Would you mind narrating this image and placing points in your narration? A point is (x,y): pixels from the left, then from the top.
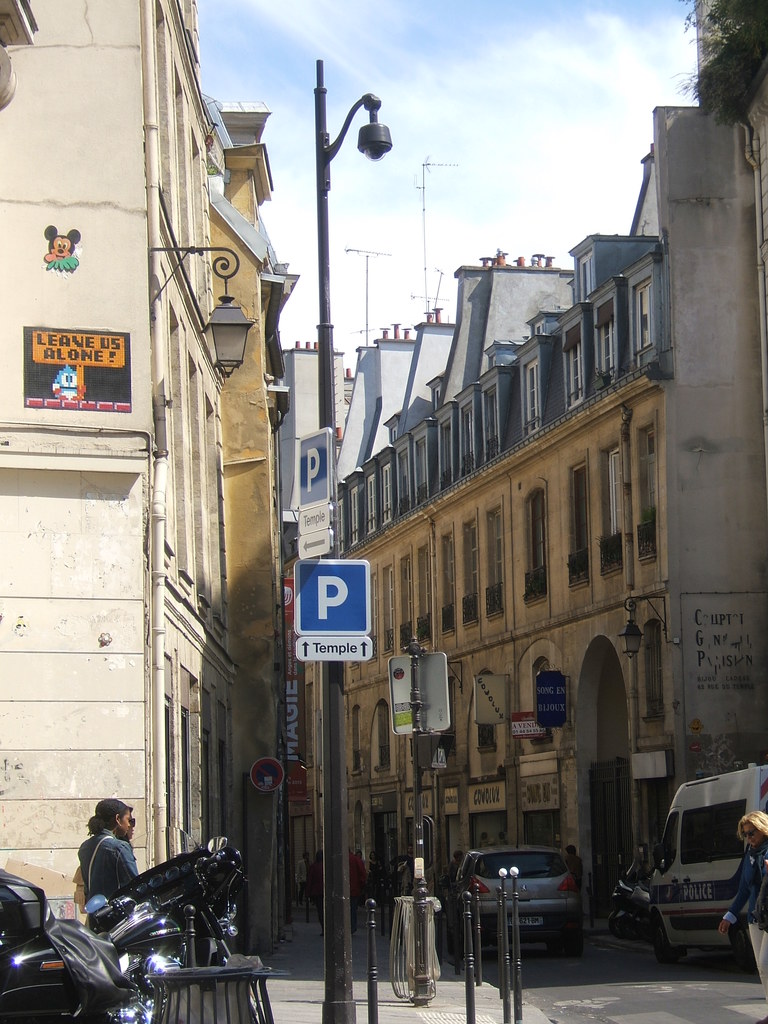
In this image we can see a few buildings (381,675), there are some lights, boards (288,703), poles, plants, people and vehicles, in the background (481,204), we can see the sky (447,111) with clouds (437,106).
